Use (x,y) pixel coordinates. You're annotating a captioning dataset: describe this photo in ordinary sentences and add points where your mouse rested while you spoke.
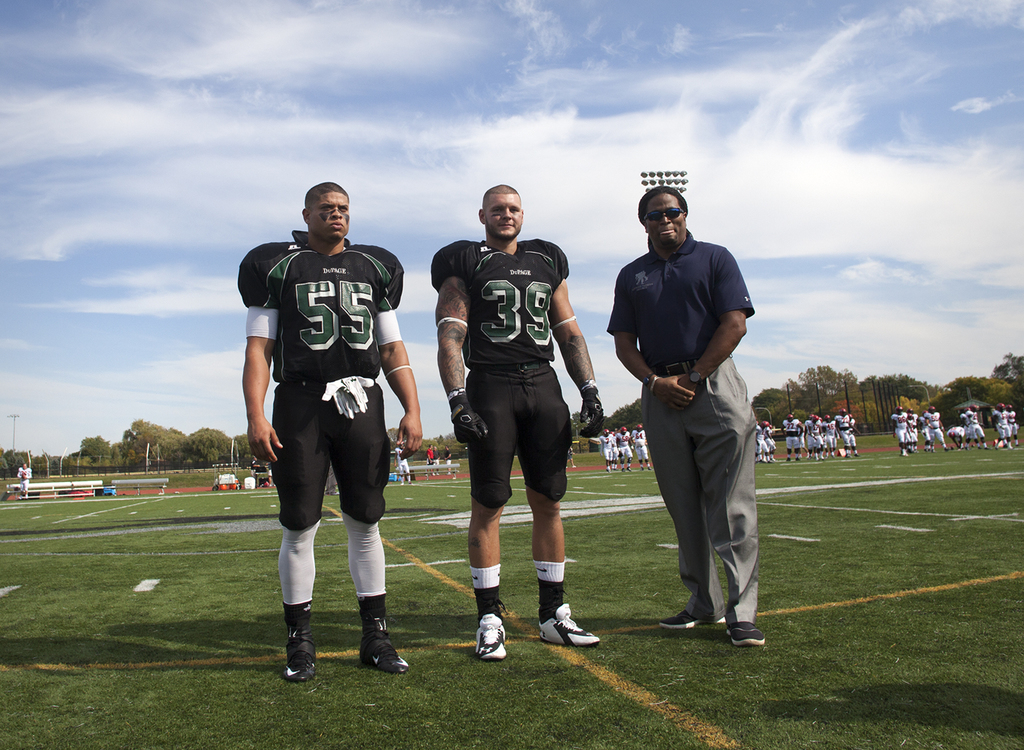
This picture is taken inside playground (631,656). In this image, in the middle (645,332), we can see three people (548,342) are standing on the grass (686,677). On the right side (919,418), we can see a group of people (934,419), trees (813,388) and poles (862,410). On the left side (132,485), we can see a person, benches (51,484) and a few boxes (221,476). In the background (1013,431), we can see a group of people (1002,419), pole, trees (191,454). At the top (699,123), we can see a sky (757,116), at the bottom (861,517), we can see a grass (785,533).
